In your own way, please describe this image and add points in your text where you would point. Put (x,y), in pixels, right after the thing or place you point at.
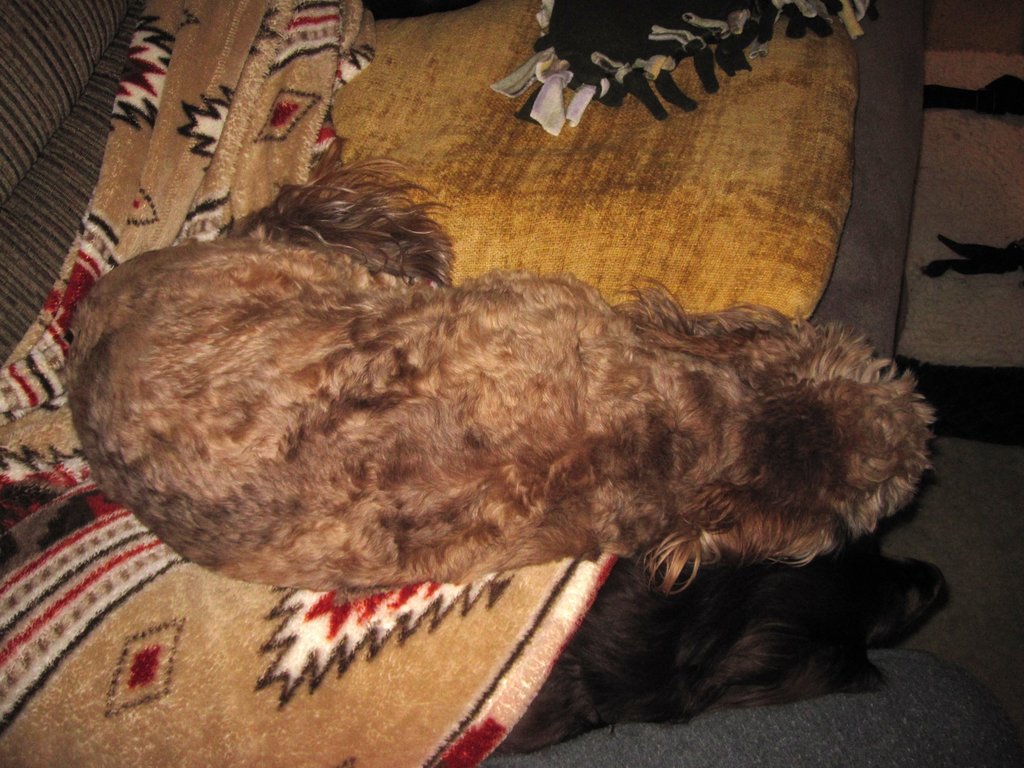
In this image we can see two dogs (534,545) on the couch (16,288), also we can see the clothes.
